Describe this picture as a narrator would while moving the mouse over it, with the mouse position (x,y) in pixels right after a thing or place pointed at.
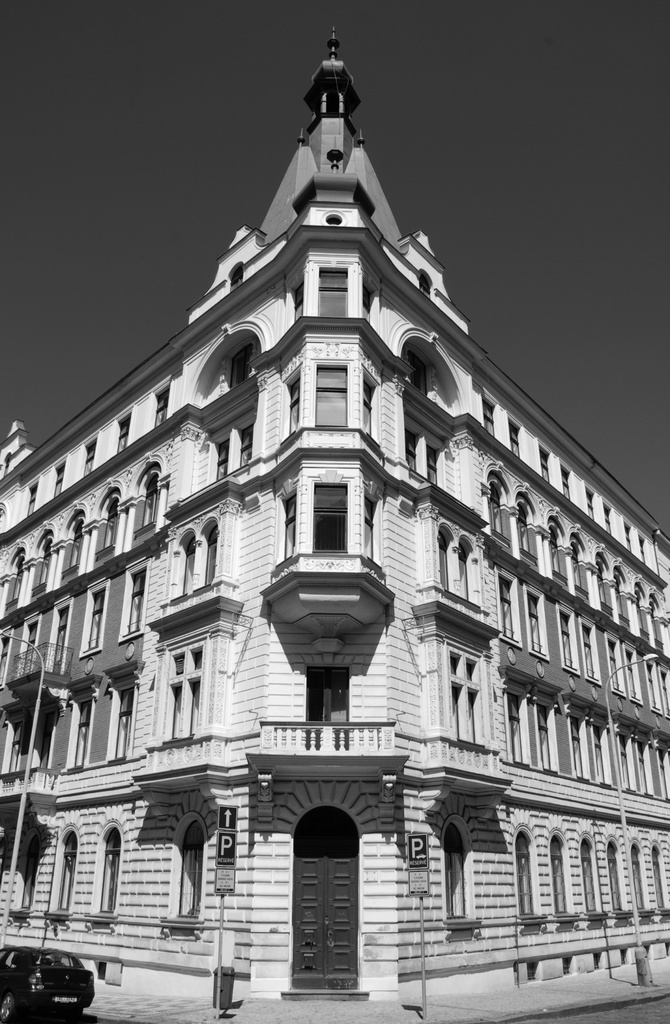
In the center of the picture (331,407) there is a building (341,579) we can see windows (452,836) and door (328,869) to the buildings (312,360). At the top (190,108) it is sky (509,144). In the foreground (45,980) we can see boards (224,882), poles (222,902), footpath (574,991), road (597,1017) and a car (22,955).
